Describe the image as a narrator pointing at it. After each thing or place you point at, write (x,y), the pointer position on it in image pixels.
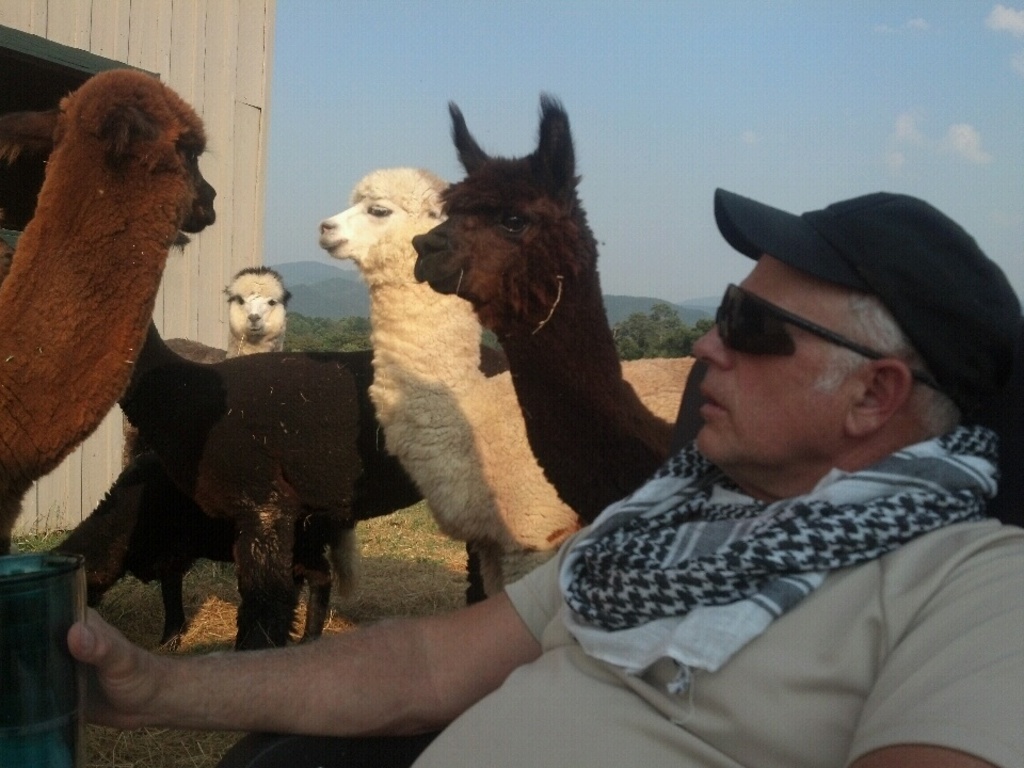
In this image, I can see the man (566,698) sitting and holding an object (57,705) in his hand (95,656). I can see a group of llama animals (536,320). On the left side of the image (204,59), It looks like a building wall (221,141). In the background (622,338), I can see the trees (628,334) and hills (342,279). At the top of the image (612,57), I can see the sky (836,32).
